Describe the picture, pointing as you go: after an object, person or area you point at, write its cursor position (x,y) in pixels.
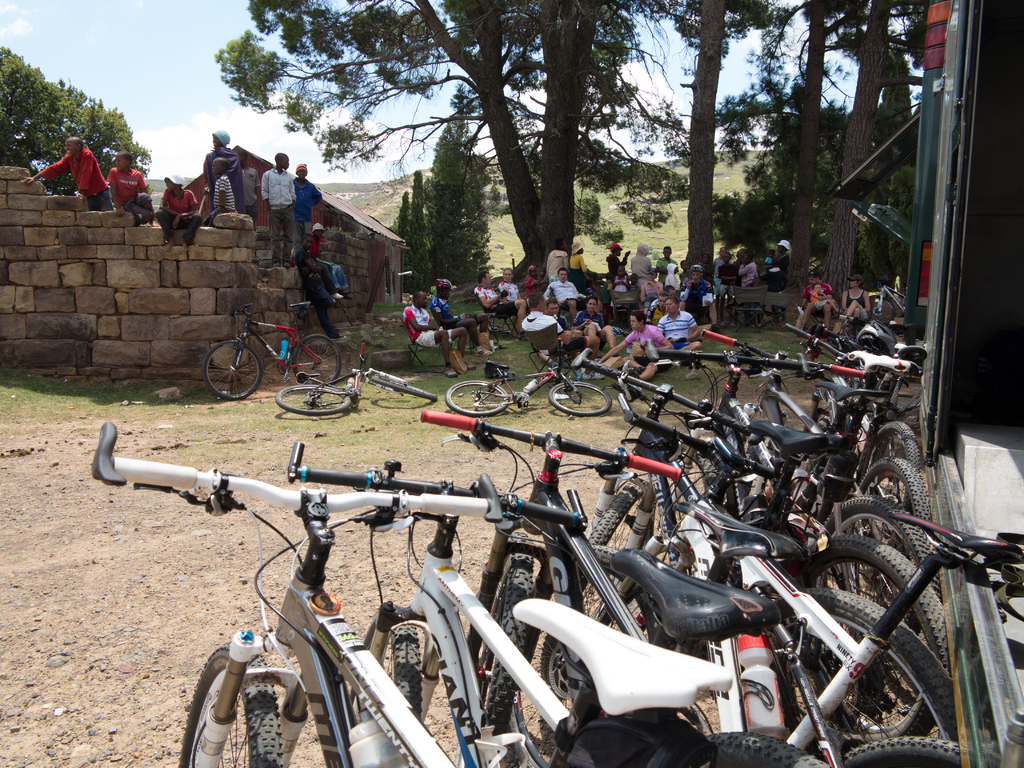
This image is taken outdoors. At the bottom of the image (89,685) there is a ground (139,428) with grass (370,392) on it and many bicycles (699,441) are parked on the ground (257,631). At the top of the image (213,101) there is a sky (200,78) with clouds (271,124). In the background (532,211) there are a few trees (451,223) and plants (458,207). A few people (277,246) are sitting on the wall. Many people (438,342) are sitting on the ground (390,369) and there are a few bicycles (524,397) on the ground (412,408).
